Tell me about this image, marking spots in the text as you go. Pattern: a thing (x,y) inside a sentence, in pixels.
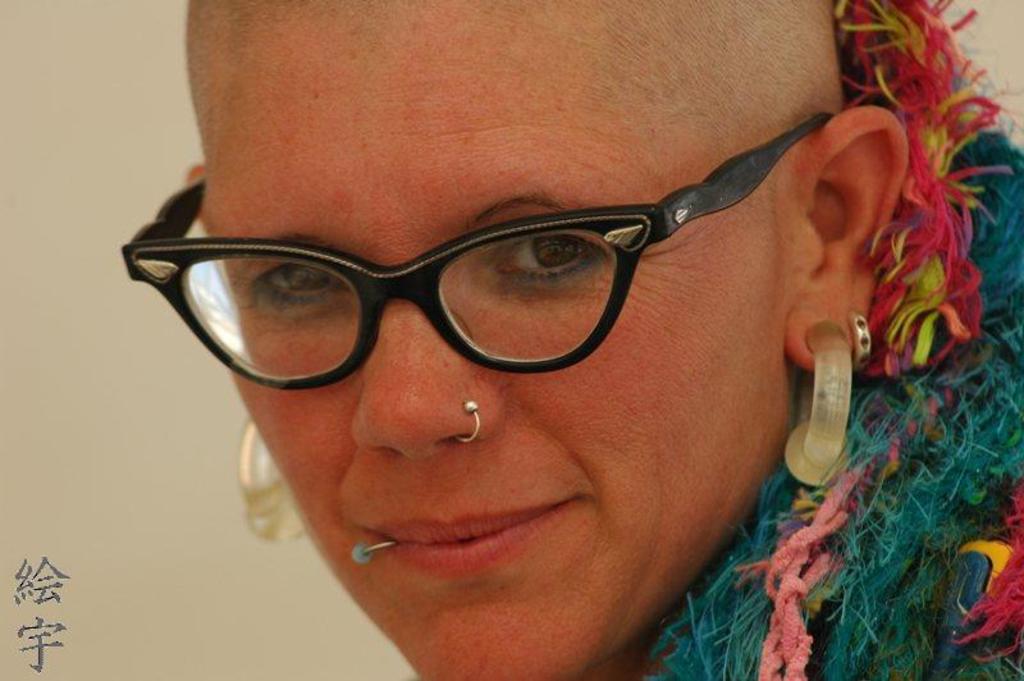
In this picture there is a woman (413,242) who is wearing spectacle (475,348), earring (819,441) and blue dress (842,488). She is smiling. Beside her there is a wall (196,544). At the bottom left corner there is a watermark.
